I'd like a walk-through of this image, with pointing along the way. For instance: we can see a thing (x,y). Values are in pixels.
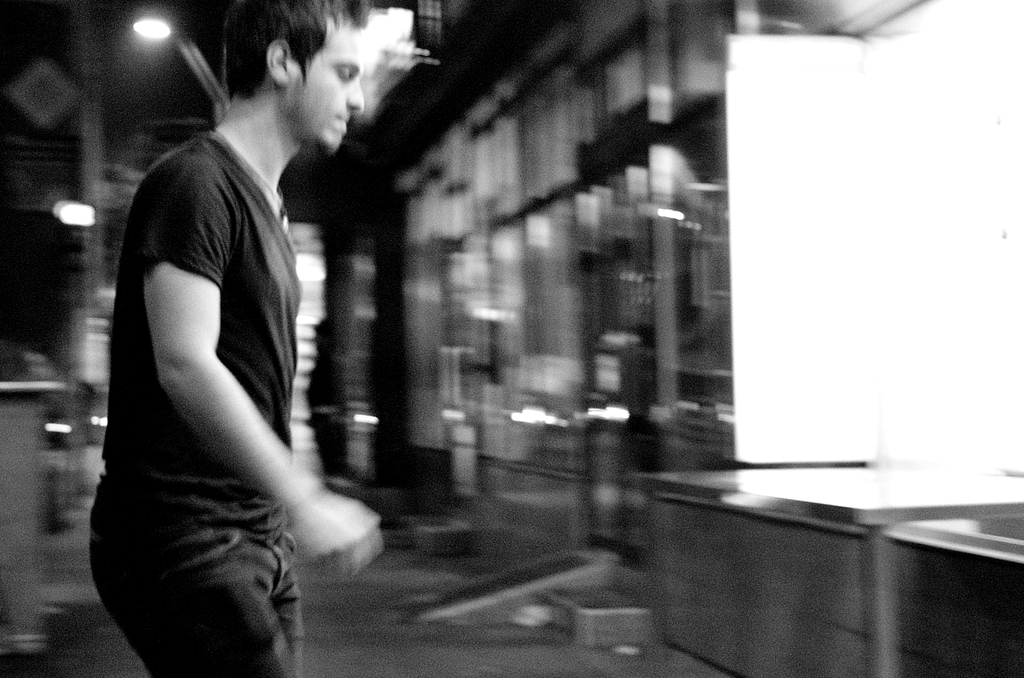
It is a black and white picture, a man (296,296) is standing he is wearing black shirt (262,258) it seems to be there is a window (851,291) in front of him, in the background (546,412) it looks like a street (609,165), to the left (155,16) there are some lights (141,23).
